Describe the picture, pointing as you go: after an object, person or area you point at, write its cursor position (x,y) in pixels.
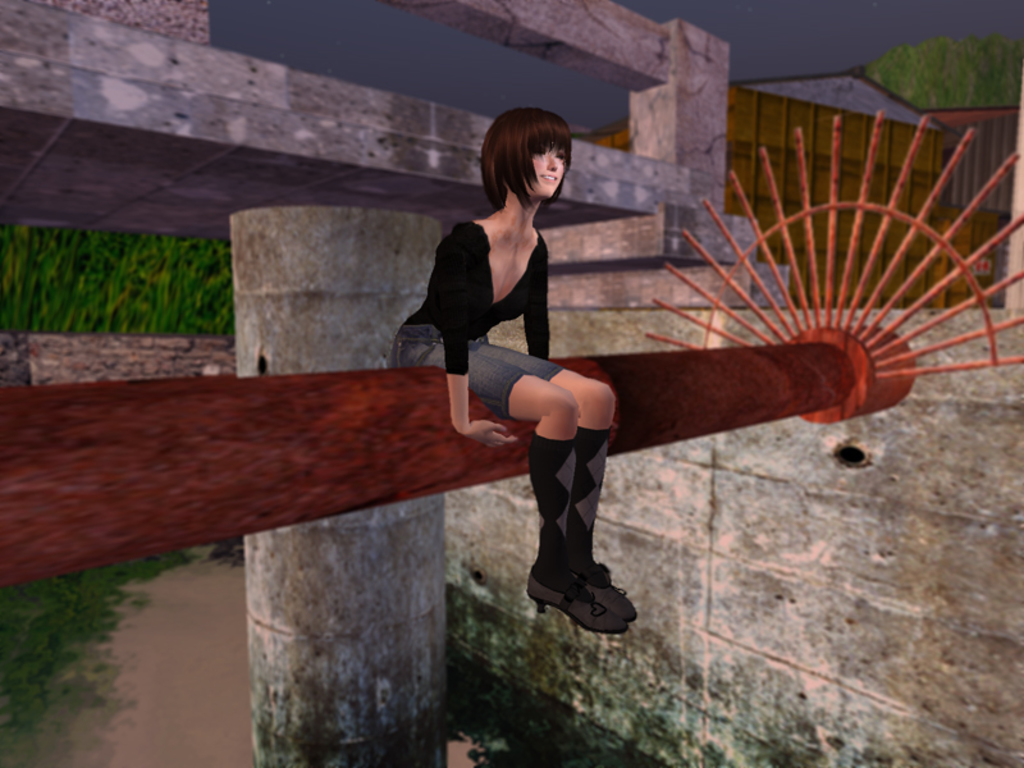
In this picture we can see animated image, on which we can see a girl (535,588) sitting on a wooden thing (301,426).
